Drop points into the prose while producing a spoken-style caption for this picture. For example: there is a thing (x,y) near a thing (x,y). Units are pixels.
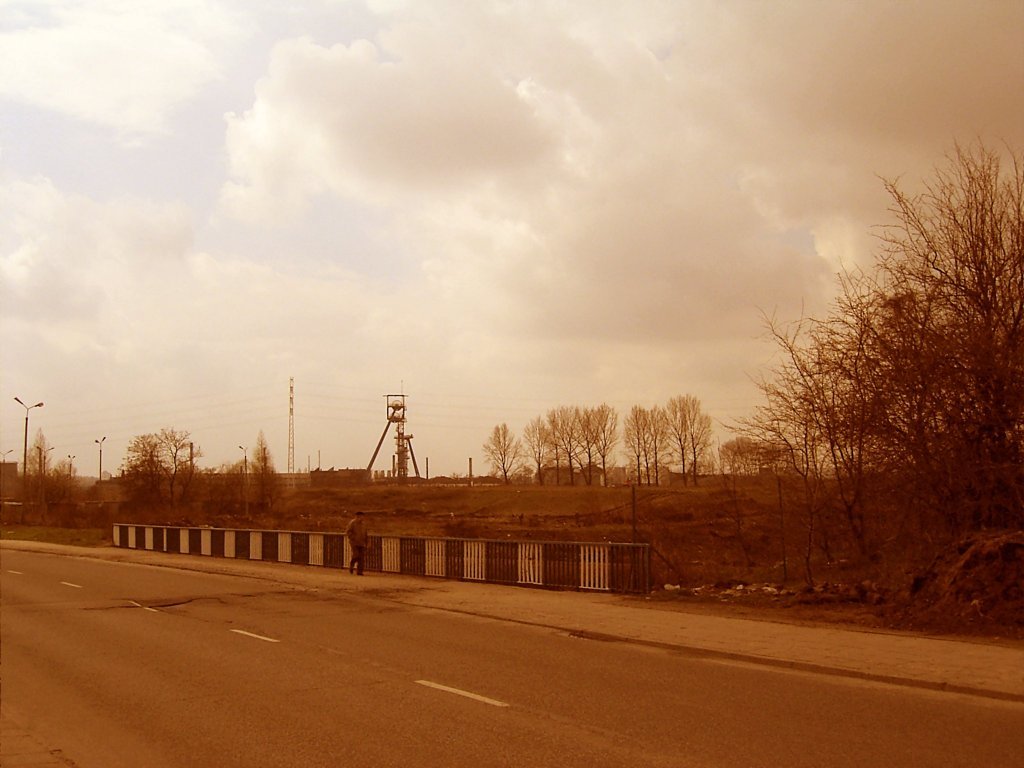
In the picture I can see the road (380,720) at the bottom of the image (425,630). There is a man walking on the side of the road (339,609). I can see the metal grill fence (553,560) on the side of the road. In the background (851,509), I can see the deciduous trees (511,473), a light pole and transmission tower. There are clouds (467,225) in the sky (447,212).
